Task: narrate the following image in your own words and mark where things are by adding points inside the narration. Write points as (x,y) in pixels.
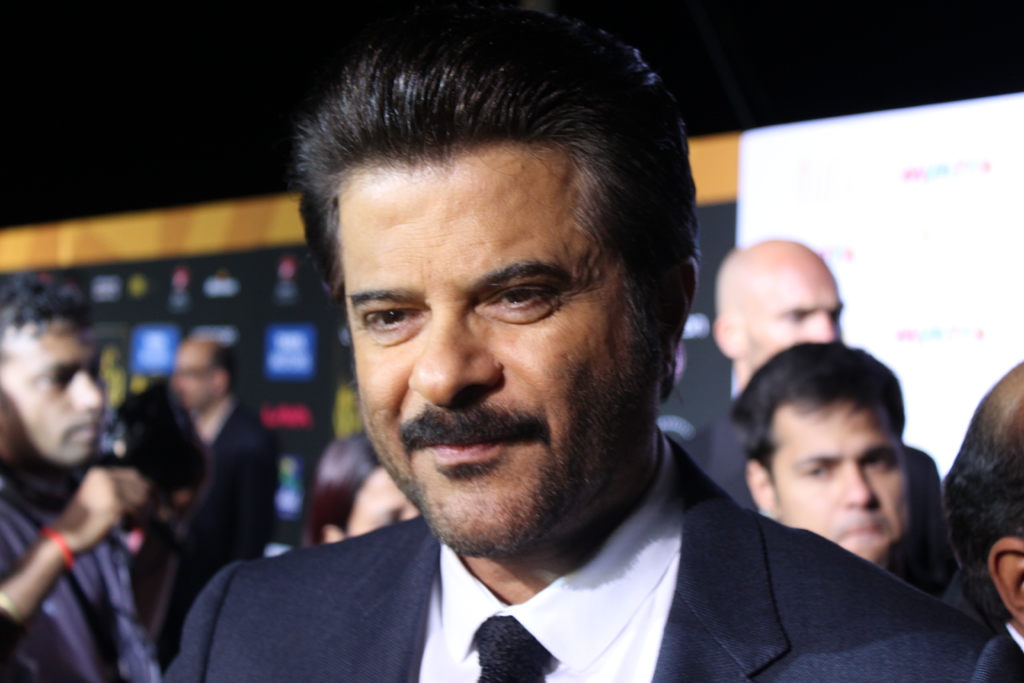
This picture shows few people (212,393) standing and we see a man (386,360) and with a smile on his face (526,428) and he wore a black coat (291,681) and a black tie (487,666) and advertisement hoardings (780,175) on the back (219,238).
